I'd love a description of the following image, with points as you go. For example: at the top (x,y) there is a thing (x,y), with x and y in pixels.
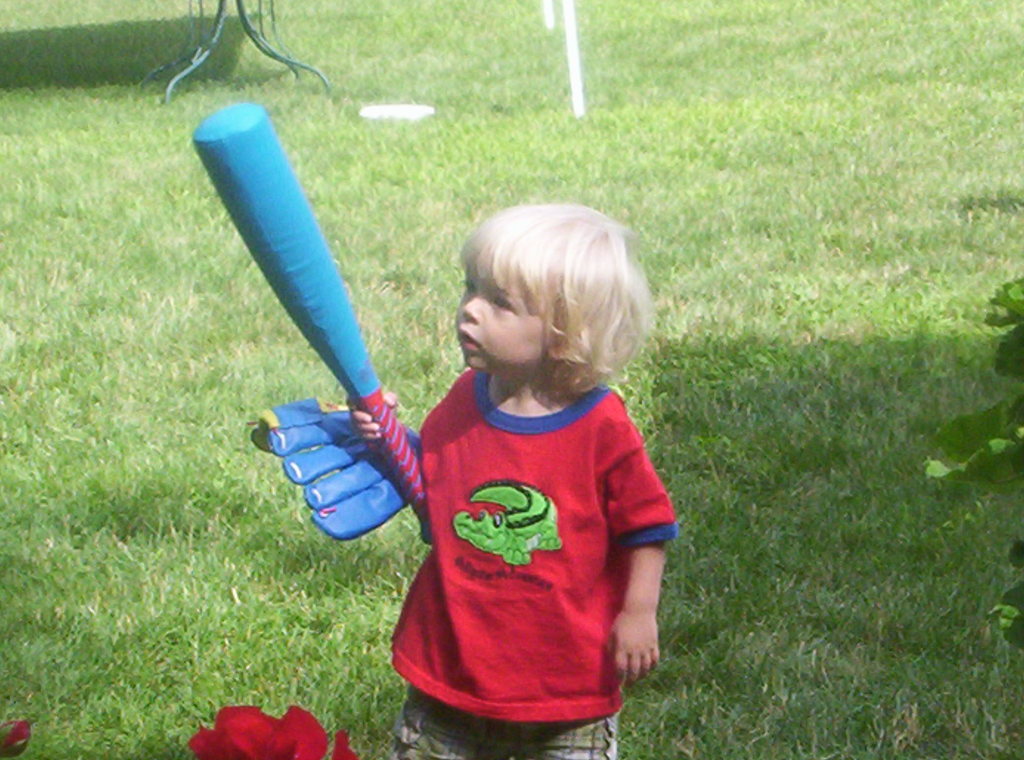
In the center of the image (526,304), we can see a boy (420,440) holding a baseball bat (361,390) and in the background (262,36), we can see some petals (319,734) and leaves (994,439) and there is a stand (265,52). At the bottom (718,542), there is ground (776,211) covered with grass (679,199).
